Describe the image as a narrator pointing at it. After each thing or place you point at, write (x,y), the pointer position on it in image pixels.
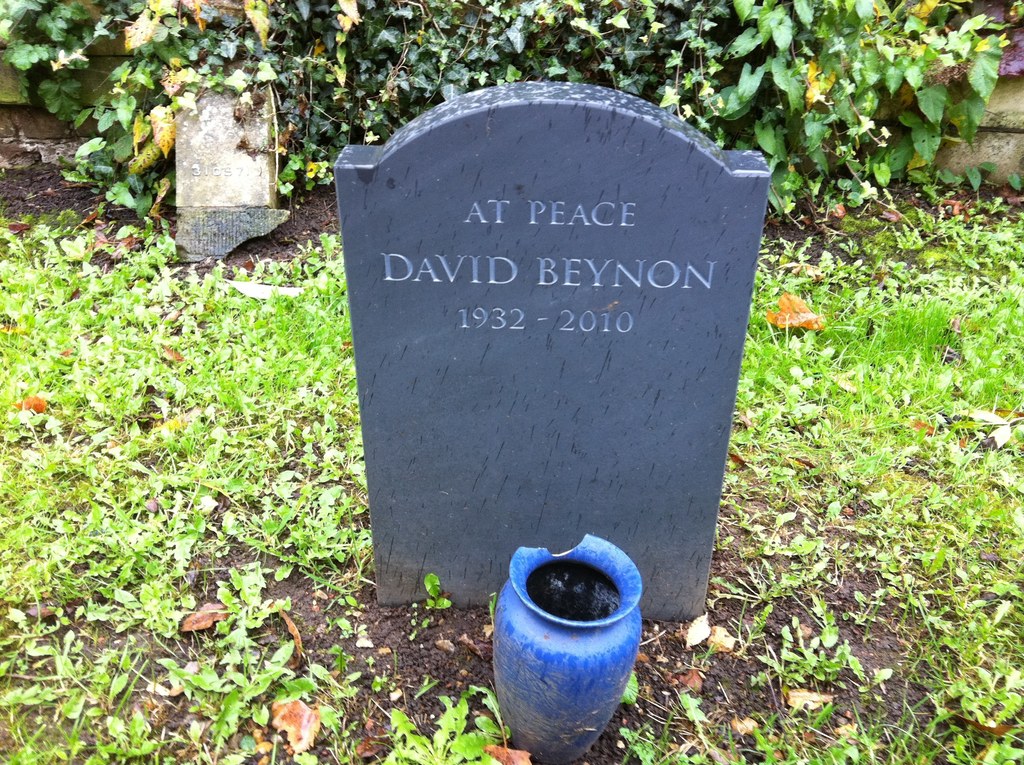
It looks like a graveyard (617,379), behind this there are plants (509,35).
